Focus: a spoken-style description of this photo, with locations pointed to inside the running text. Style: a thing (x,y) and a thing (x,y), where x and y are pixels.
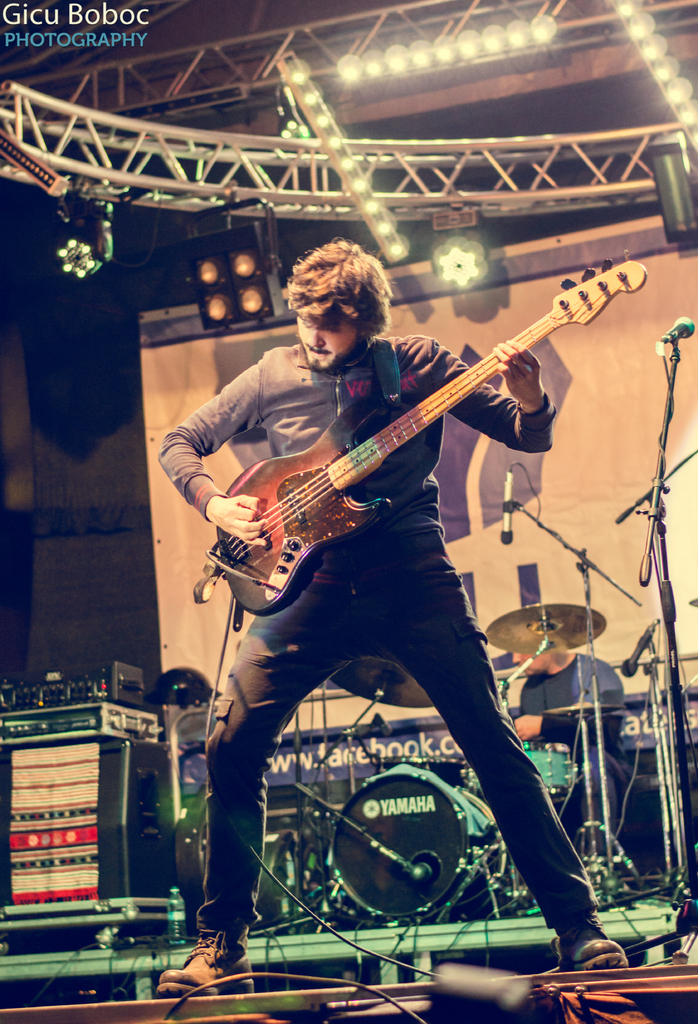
In this image I can see a man (433,514) standing and playing the guitar (328,480) on the stage (353,958). In the background (584,681) I can see a person (582,672) sitting and playing the drums (550,750). On the left side of the image (71,791) there is a table (122,837) and few musical instruments (76,692), boxes (63,692) are arranged on it. On the top of the image (379,64) I can see some lights (373,211). It seems like a stage performance.
